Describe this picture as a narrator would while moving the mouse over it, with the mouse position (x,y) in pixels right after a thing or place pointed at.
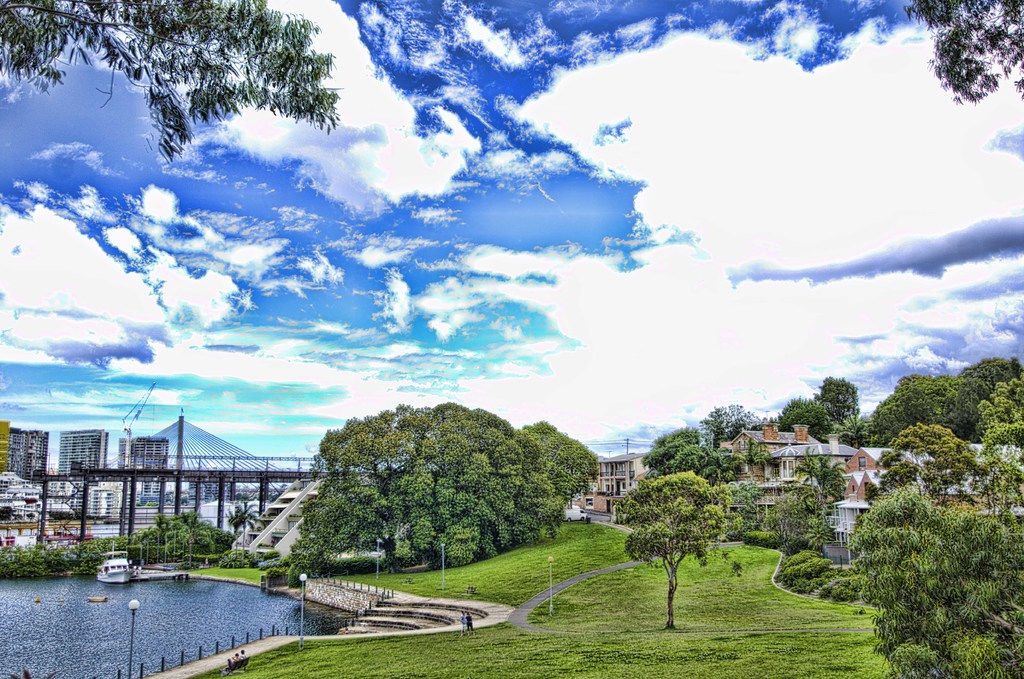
In this picture there is water (238,595) and grassland (571,607) at the bottom side of the image (549,609) and there are buildings (115,494) and trees (636,488) in the background area of the image (560,441) and there is a bridge (295,472) in the background area of the image (166,473).
